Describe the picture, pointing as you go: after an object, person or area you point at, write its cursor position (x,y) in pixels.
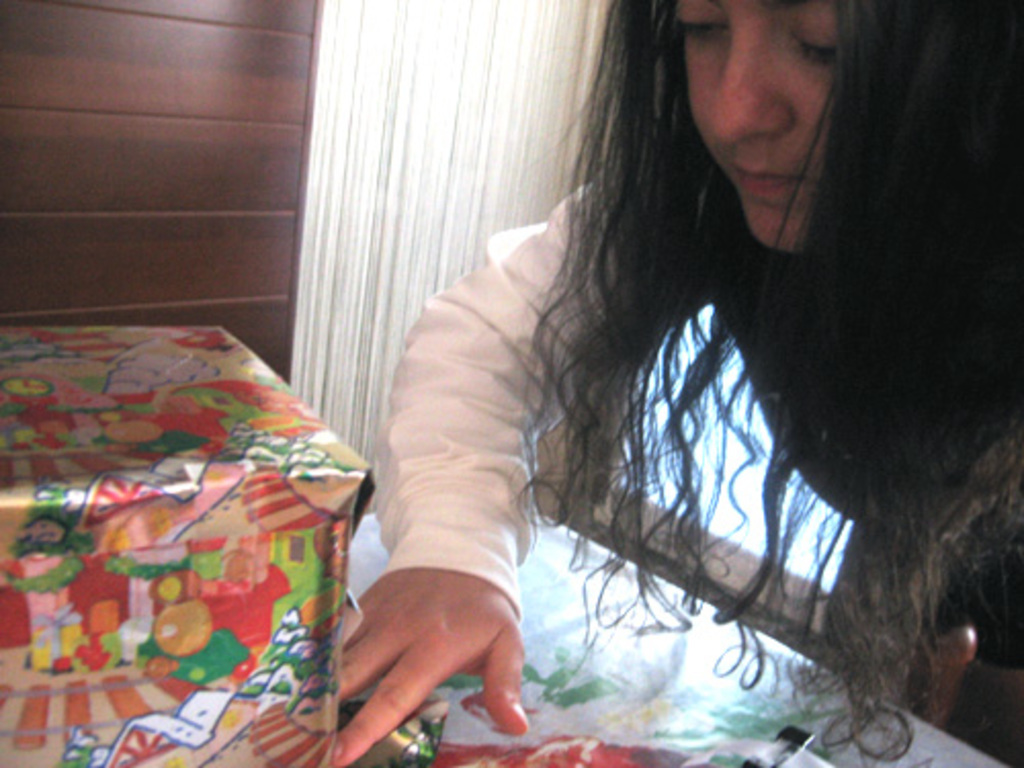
This image is taken indoors. At the bottom of the image (565,690) there is a table (571,665) with a tablecloth (574,702) and a gift (277,675) on it. On the right side of the image (964,209) there is a girl (846,513). In the background (55,251) there is a wall (245,135) with a window (701,449) and a curtain (397,155).
